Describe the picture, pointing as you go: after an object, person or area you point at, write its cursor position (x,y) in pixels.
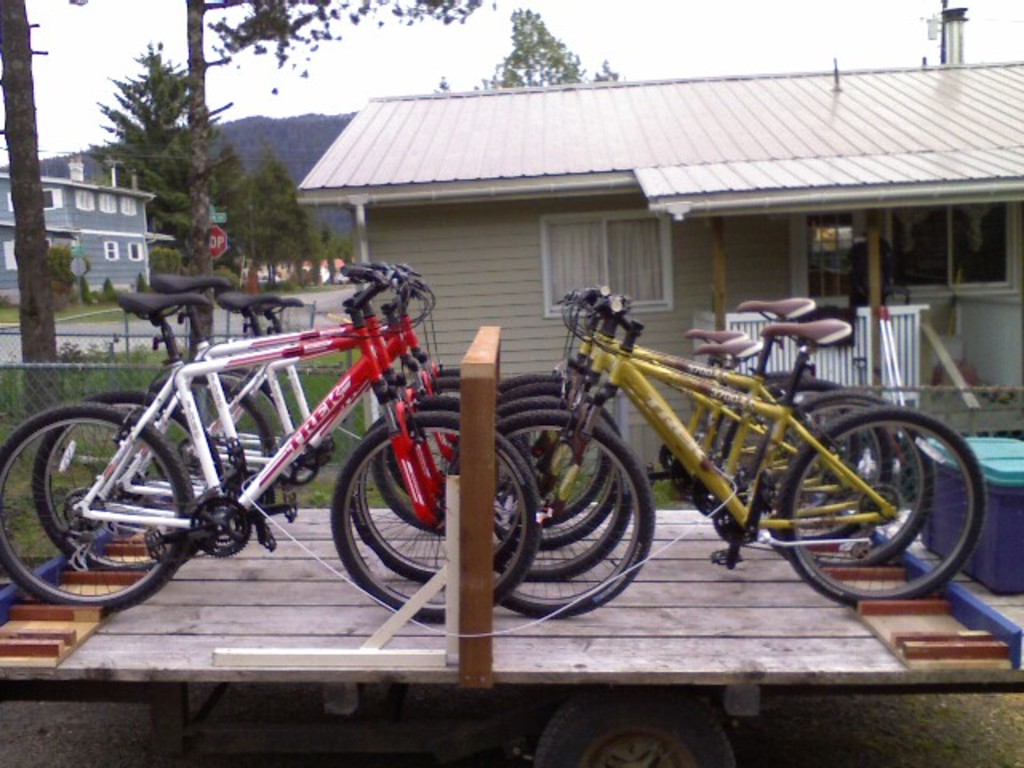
In this picture we can see some houses (958,354), trees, some bicycles (496,427) are placed in one place.
